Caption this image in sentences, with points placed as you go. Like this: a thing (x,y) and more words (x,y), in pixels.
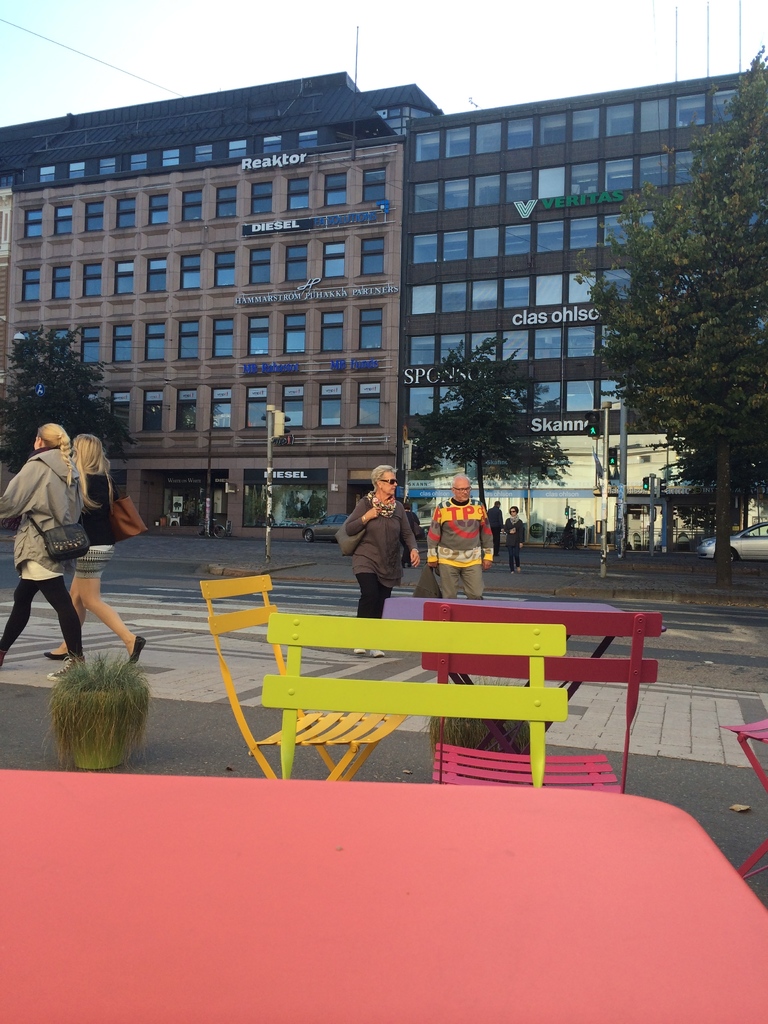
In this image I can see two plants (68,701) in pots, few chairs (430,702) and a table (248,877) in the front (412,905). In the background (643,511) I can see few people (390,509), few trees (739,379), buildings (352,285), number of boards (322,218) and few vehicles (738,544) on the road (294,542). I can also see something is written on the boards (283,159) and in the center (265,545) I can see few poles (621,553). On the top side of the image (708,52) I can see a wire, few poles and the sky (322,45).
